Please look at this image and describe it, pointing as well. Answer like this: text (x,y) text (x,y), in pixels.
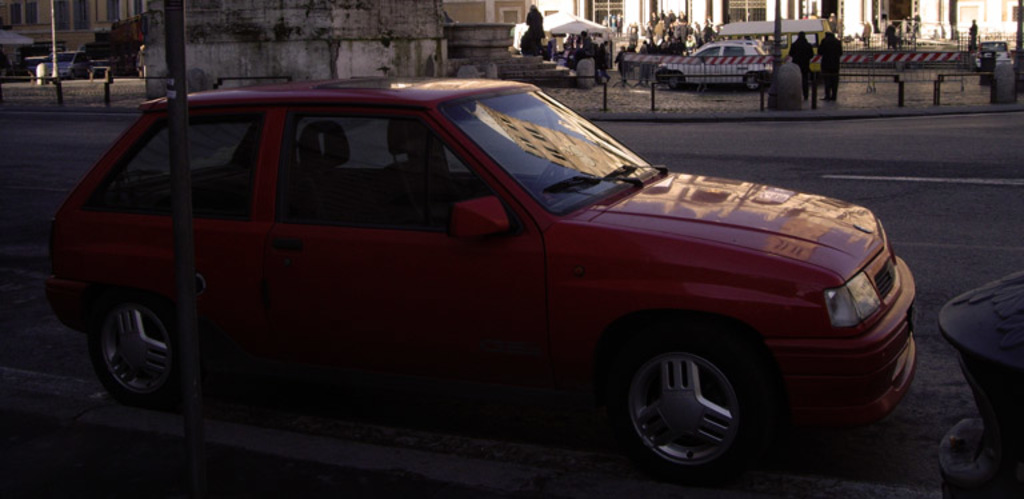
In this image, we can see vehicles (609,157) on the road (974,228) and in the background (369,48), there are people (648,23), buildings (462,12), railings (929,65), poles (770,85), stones (798,82), tents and there is a statue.
